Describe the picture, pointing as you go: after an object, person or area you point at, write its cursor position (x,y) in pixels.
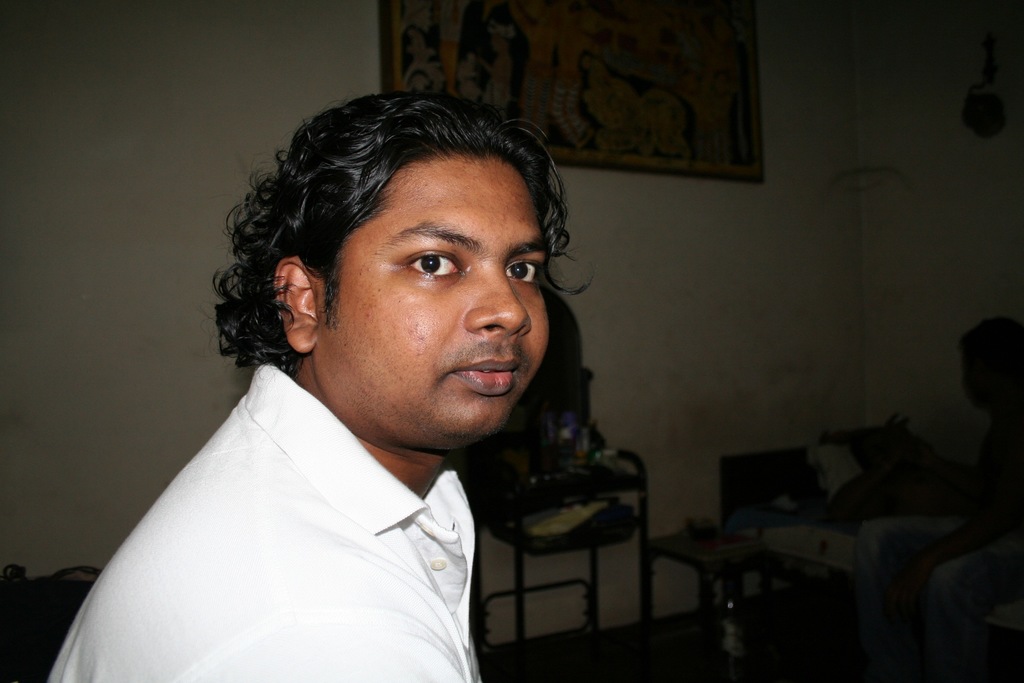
In the foreground of this image (407,543), there is a man (388,501). In the background (503,443), there are few objects (590,507) on the table (583,467) and a man (983,533) sitting and a man (889,501) lying on the bed (809,518), a frame (660,83) and an object (971,107) on the wall (804,196).
